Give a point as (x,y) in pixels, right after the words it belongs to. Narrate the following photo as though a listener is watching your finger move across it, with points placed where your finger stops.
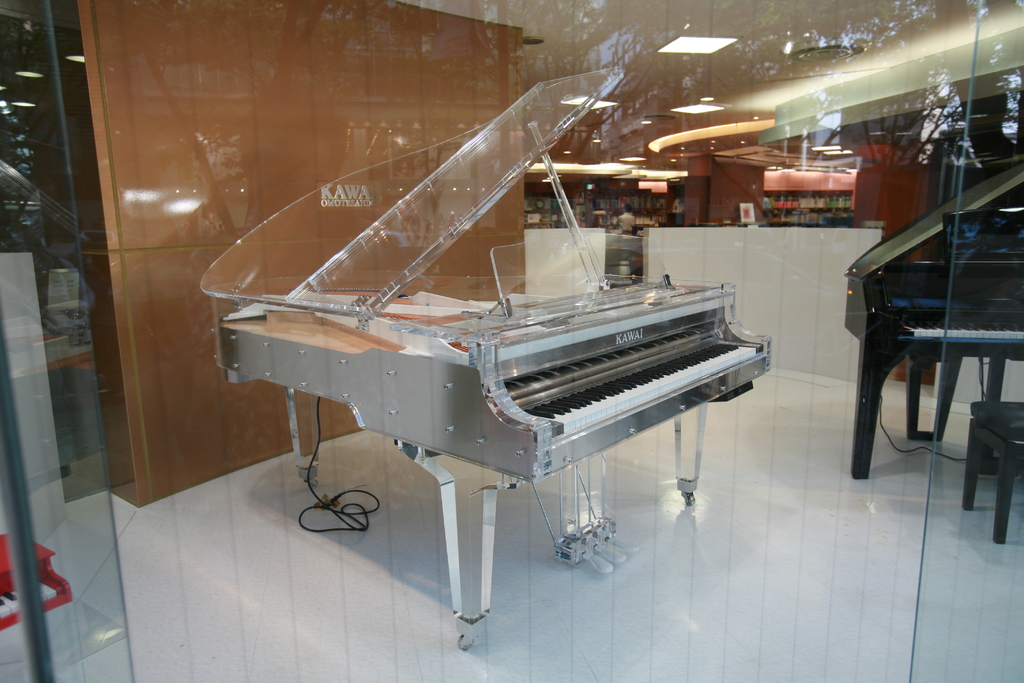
In this image I can see two pianos (605,373), a white color and black color. I can also see there is a brown color wall (246,135).
